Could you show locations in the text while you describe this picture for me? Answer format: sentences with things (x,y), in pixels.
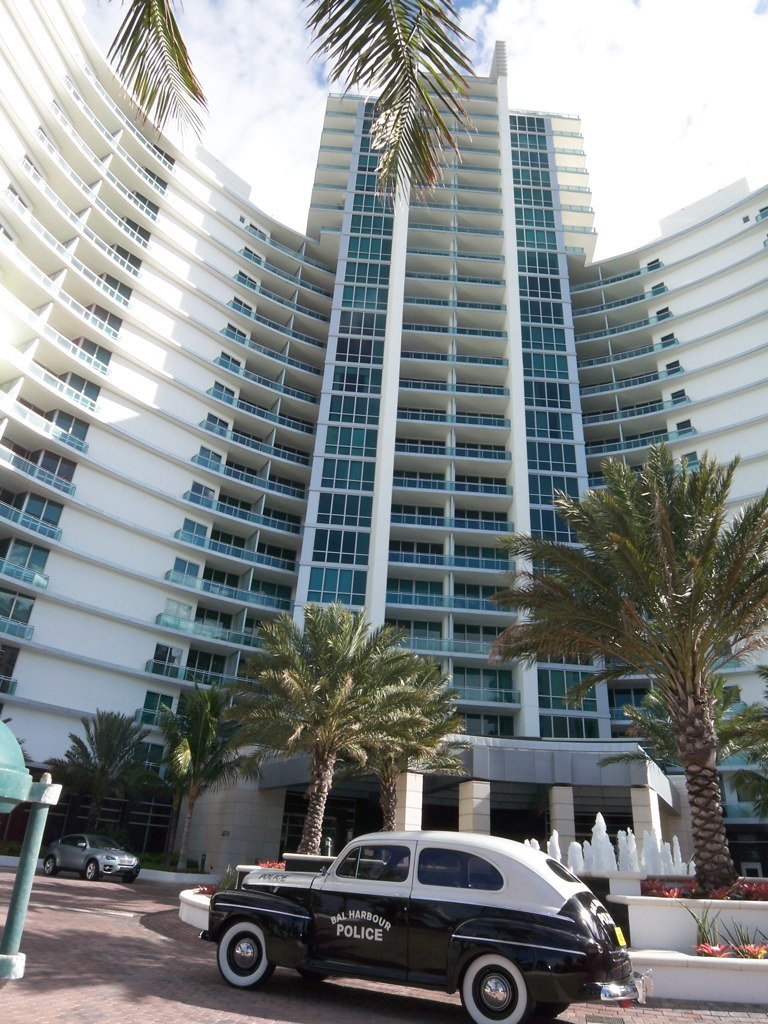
In this image there are two cars (242,913) in the bottom of this image (550,966) and there are some trees (312,763) in the background (751,785). There is a building (220,348) in middle of this image (374,454) and there are some leaves (381,15) as we can see on the top left side of this image (149,39) and there is a sky (562,44) on the top of this image (312,103).
